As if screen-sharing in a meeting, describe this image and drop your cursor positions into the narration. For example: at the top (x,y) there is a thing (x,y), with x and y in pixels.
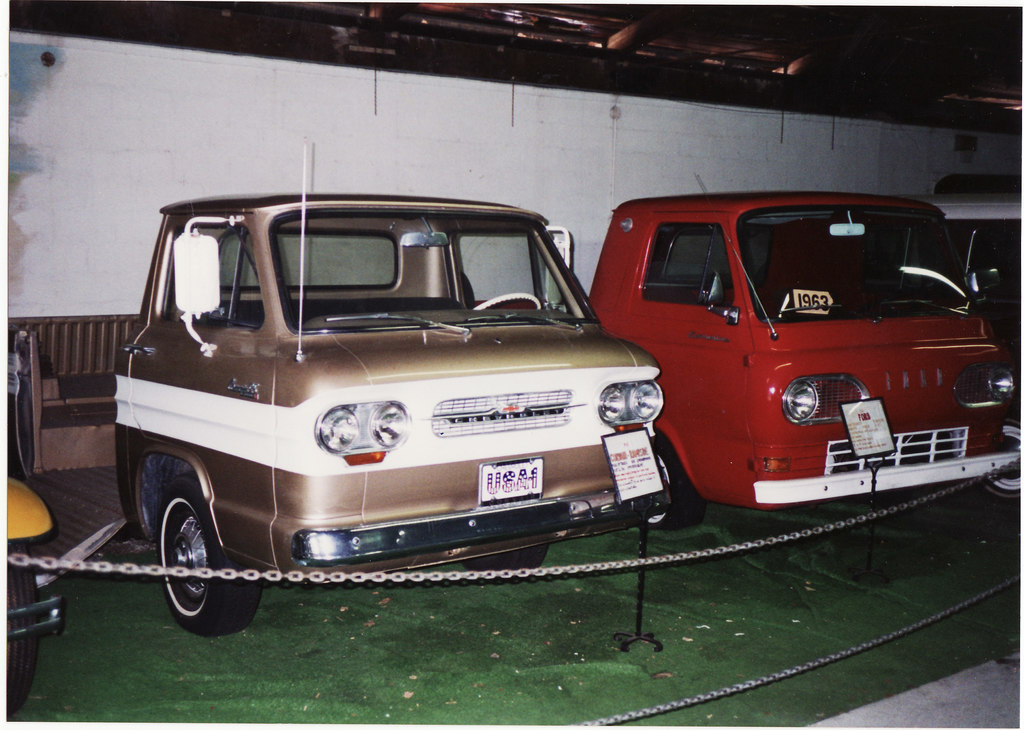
In this image I can see the green colored floor mat (473,659) and on it I can see few vehicles (503,425). I can see few boards (612,450) and a metal chain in front of the vehicles (938,422). In the background (183,168) I can see the white colored wall (185,124) and the ceiling (776,35).
